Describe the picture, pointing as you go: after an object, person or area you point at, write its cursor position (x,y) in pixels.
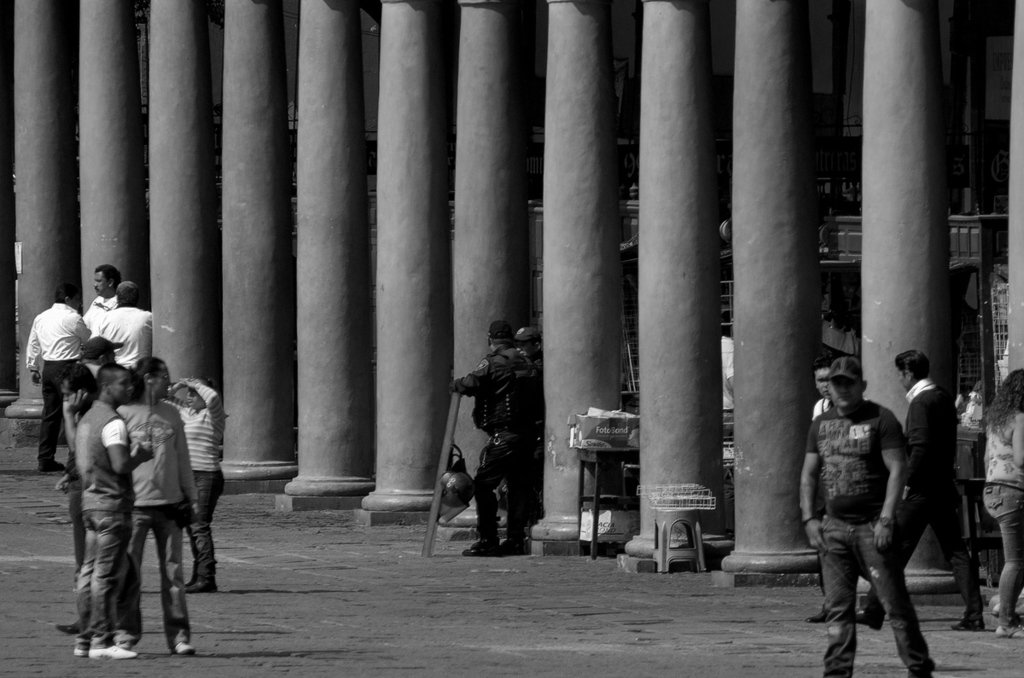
In this image I can see some people (138,549). In the background (570,238), I can see the pillars (437,191).
